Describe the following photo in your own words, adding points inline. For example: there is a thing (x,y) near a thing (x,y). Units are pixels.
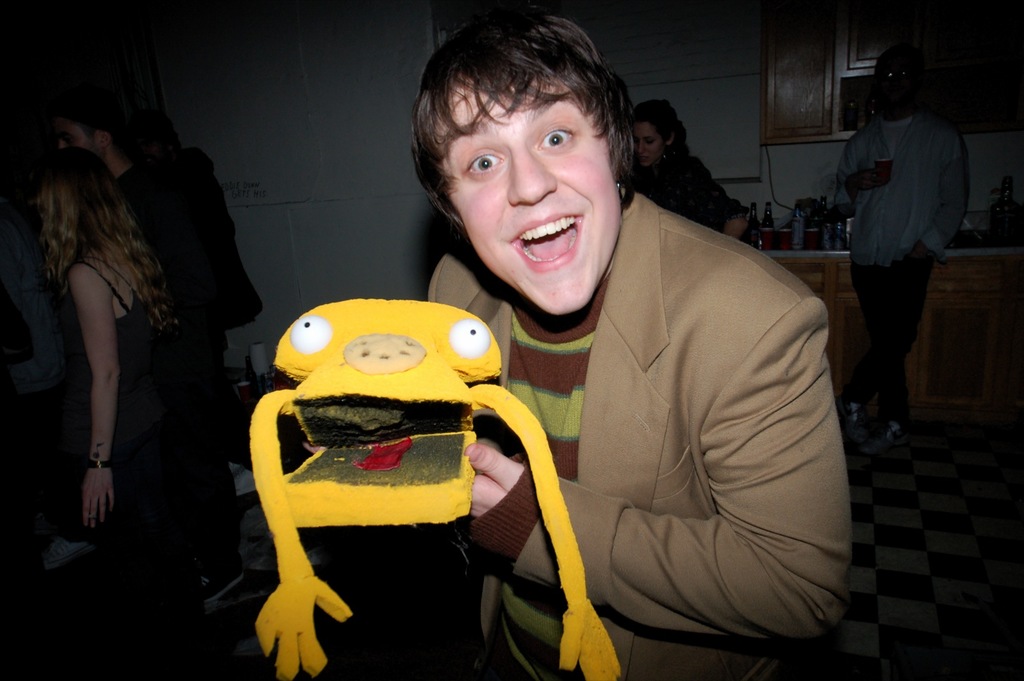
In the center of the image (554,311) we can see the man (532,368) holding the yellow color object (366,406). In the background (198,317) we can see the people (896,54). We can also see the bottles (798,217) on the counter (834,249). We can also see the wall (348,199), a wooden counter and also the floor (886,551).
